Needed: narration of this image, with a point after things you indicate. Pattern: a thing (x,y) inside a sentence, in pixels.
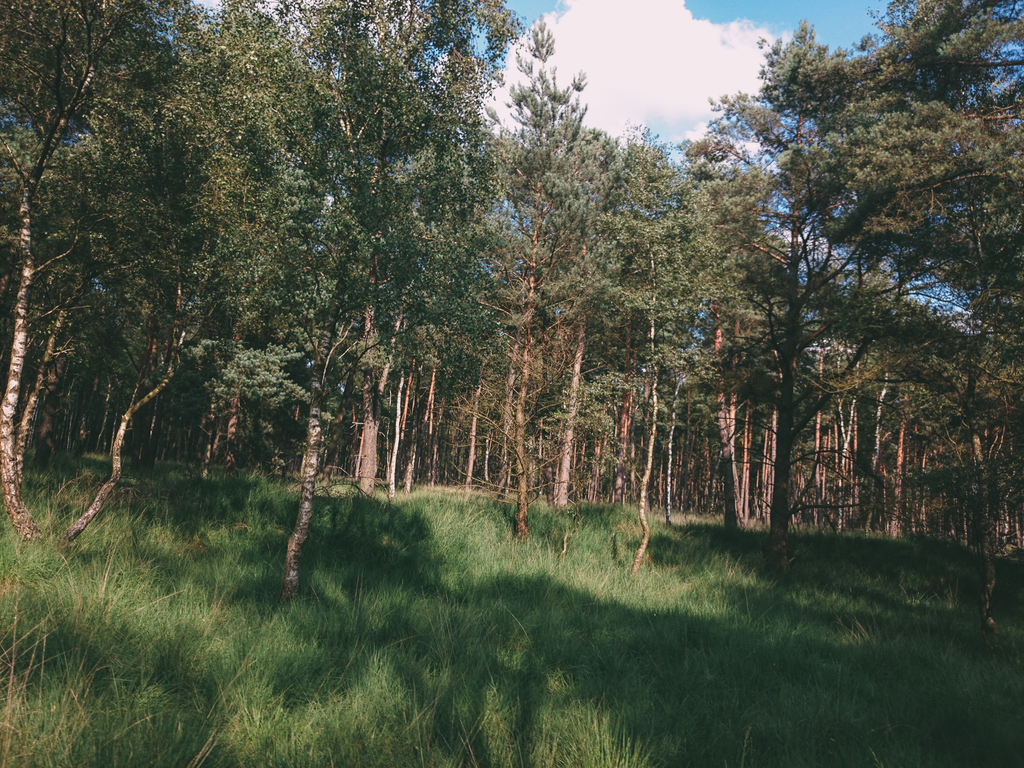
In this image we can see a grass (305,666) on the surface (566,639) and there are trees (523,256). In the background (514,111) there is a sky (658,75).
